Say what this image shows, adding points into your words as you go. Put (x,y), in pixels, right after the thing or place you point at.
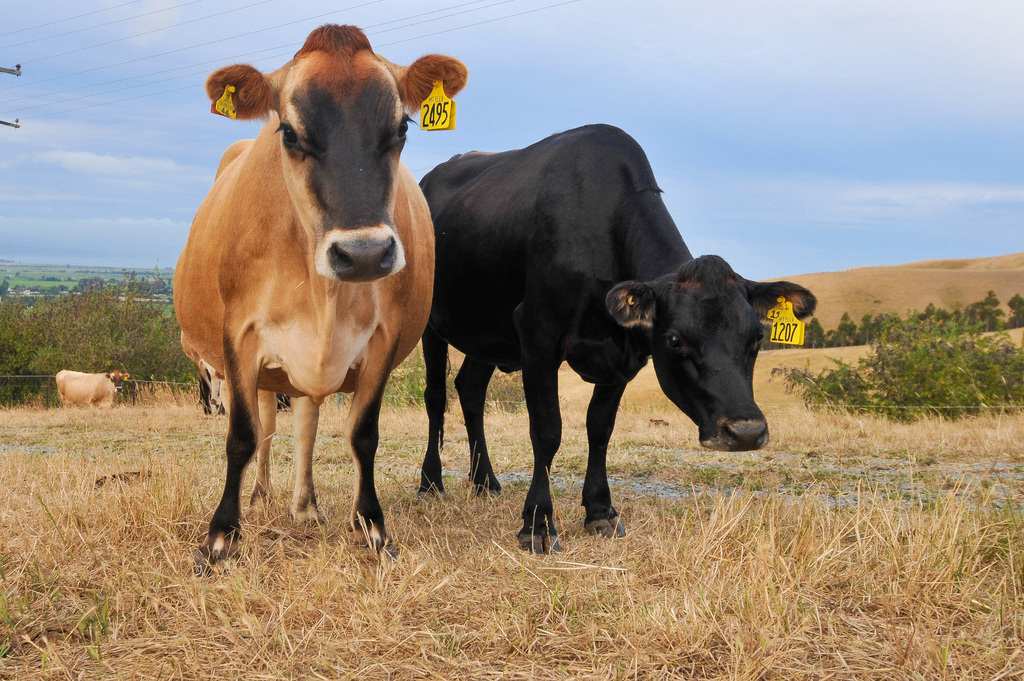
In this image there are two cows (358,261) standing on the ground (333,511). On the right side (703,306) there is a black cow (594,242). On the left side (270,168) there is a brown cow (292,221). In the background (146,291) there are trees (126,294). At the top (137,123) there is sky (148,120). On the ground (428,616) there is dry grass (582,616). In the background (84,393) there is another cow (81,378) on the ground (79,412). There are badges (432,101) to their ears (418,98).
